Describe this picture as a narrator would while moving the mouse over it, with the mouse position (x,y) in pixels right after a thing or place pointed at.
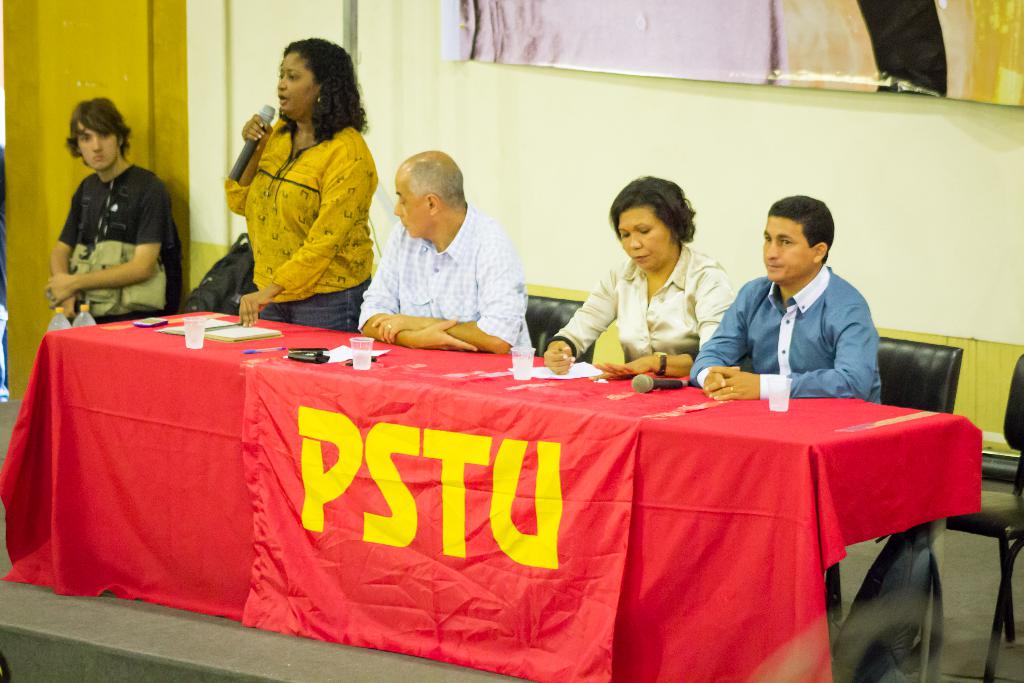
This is a picture taken in a room, there are a group of people (612,307) sitting on a chair (547,304) and a women (324,217) in yellow dress (326,225) standing and holding a microphone (250,154). In front of the people (440,254) there is a table (512,454) covered with red cloth (641,472) on the table (710,452) there is a cup (789,394), paper (586,362), pen (263,349) and mobile (161,324). Background of this people (437,214) is a wall (544,164).
